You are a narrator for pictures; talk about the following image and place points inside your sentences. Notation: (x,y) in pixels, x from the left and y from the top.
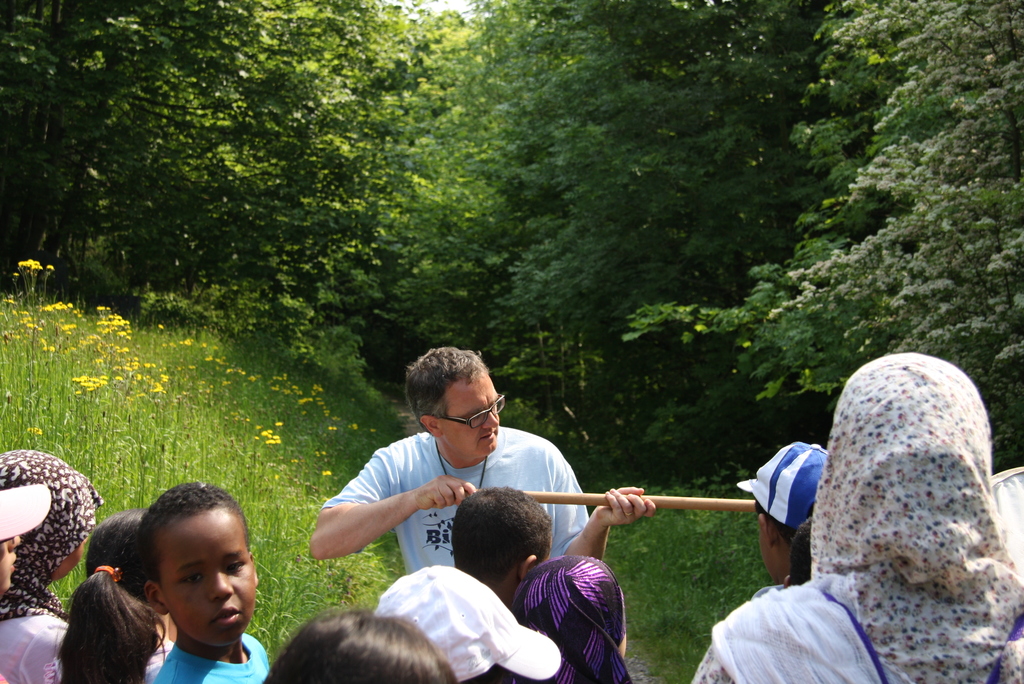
In this image there are group of people (423,541) standing, a person (414,530) with spectacles (480,422) is holding a stick (638,500), and in the background (305,456) there are plants (289,428) with flowers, trees (464,154), sky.
